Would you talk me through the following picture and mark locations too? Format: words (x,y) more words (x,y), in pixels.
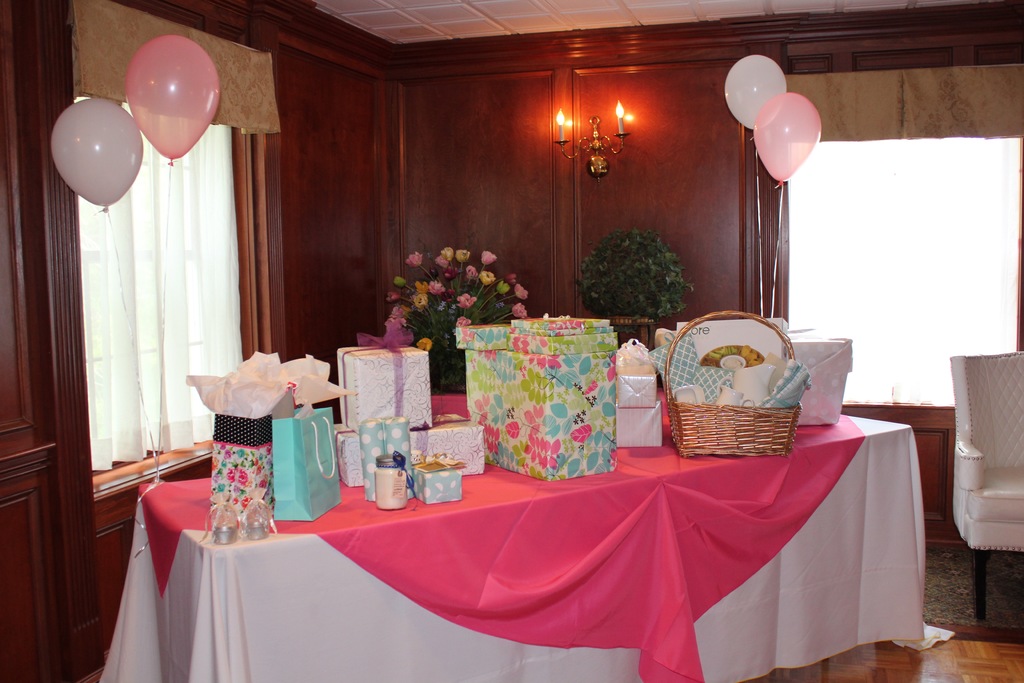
This picture shows an inner view of the room (376,116). White color ceiling (416,22) in that room (311,127). Two windows (843,213) covered with two window curtains (236,232). Wooden cupboards (501,151) are there, candle light set (600,160) is attached in that wooden cupboard (626,197). Small plant pot (647,235) is there. One chair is there, one mat (963,600) is under the chair (1009,432). One table (617,613) is covered with white and pink color clothes (380,564). One flower pot (445,301) is on the table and Some gifts (674,409), one bottle (389,487) and some objects (757,433) are on that table (853,641).
